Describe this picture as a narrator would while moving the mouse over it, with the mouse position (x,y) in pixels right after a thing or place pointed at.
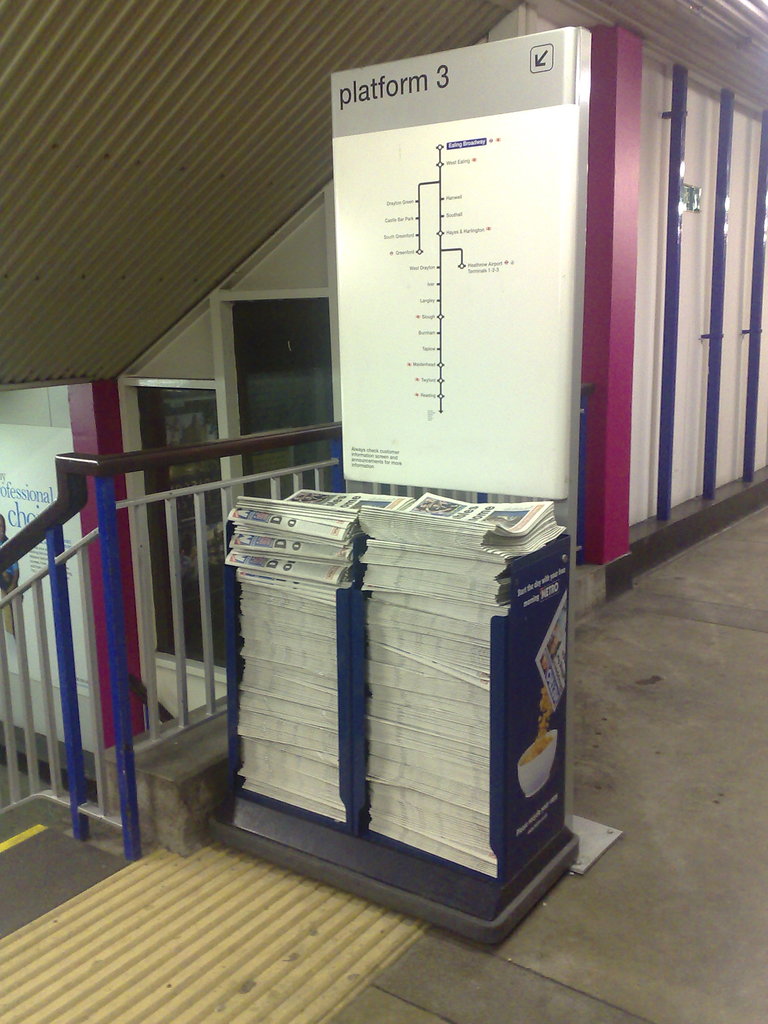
in this image there are some news papers (370,666) are kept in a paper stand (359,565) and there are stairs (48,819) at left side of this image (87,823). There are some rooms (673,295) at top right side of this image (610,277).
